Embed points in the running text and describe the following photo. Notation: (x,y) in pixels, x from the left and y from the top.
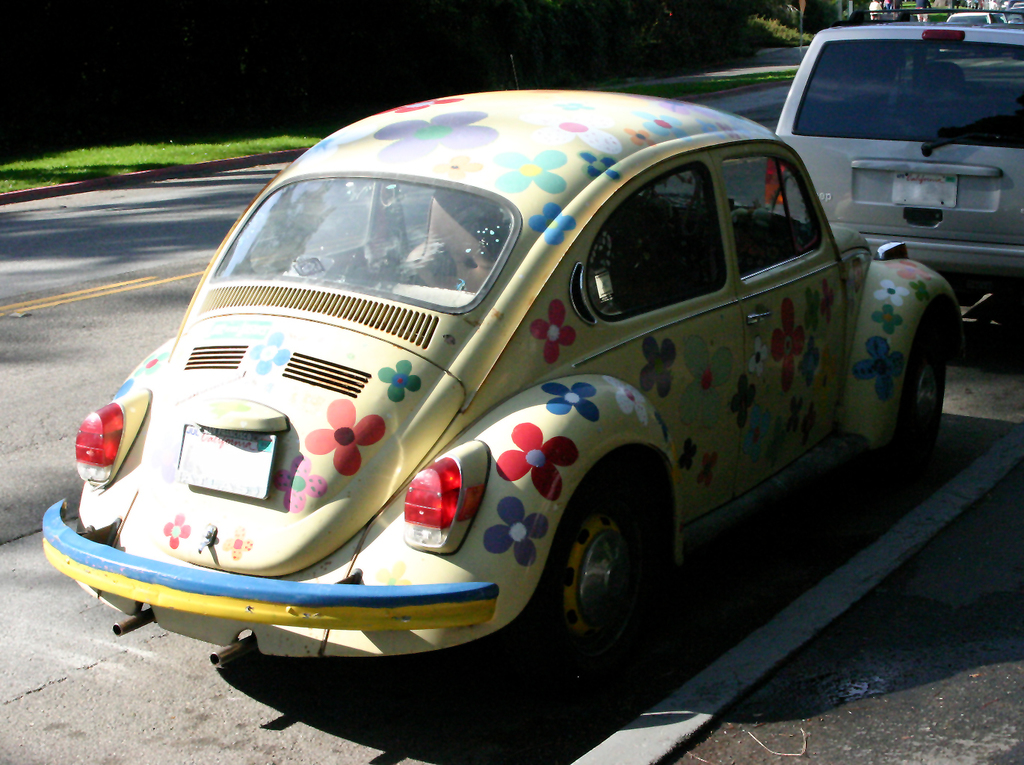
In this image I can see there are cars (583,233) on the road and there is a sidewalk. And there are persons (923,2). And there are trees (303,112) and a grass (173,146).
